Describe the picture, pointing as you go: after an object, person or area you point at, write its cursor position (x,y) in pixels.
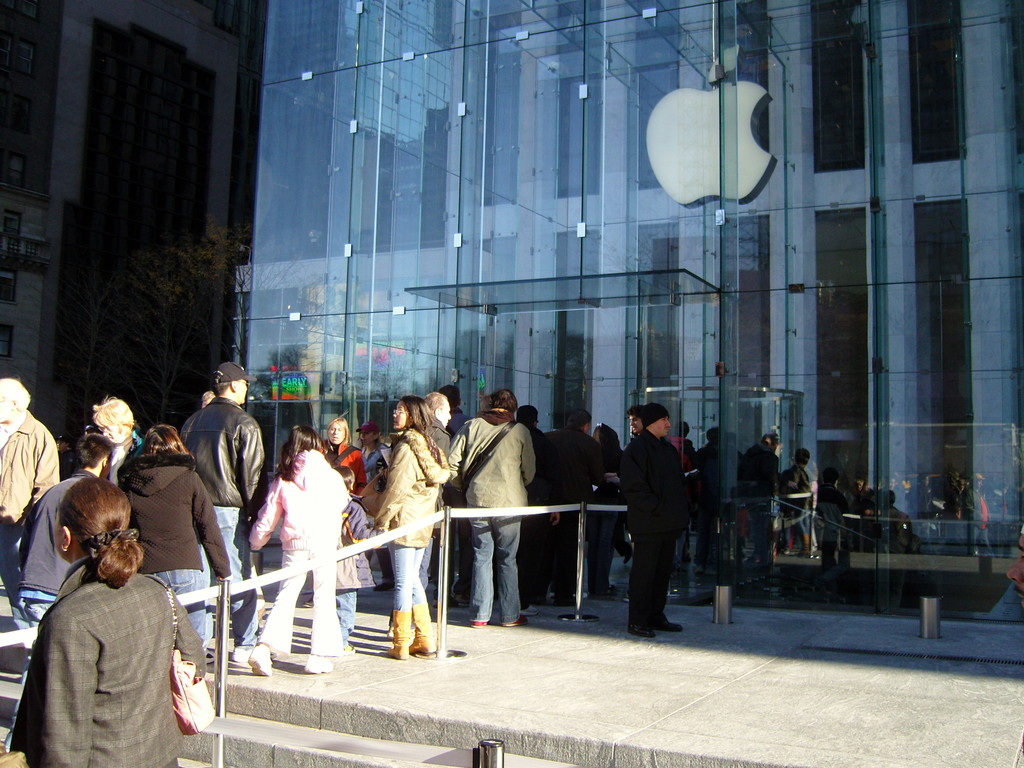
In this image there are a group of people (407,552) standing, and there are some poles (220,595) and stripe (574,506). And in the background (493,232) there are some buildings (308,192) and trees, on the building (654,201) there is one logo (755,112). At the bottom (436,670) there is a staircase (403,717) and walkway (749,705).
